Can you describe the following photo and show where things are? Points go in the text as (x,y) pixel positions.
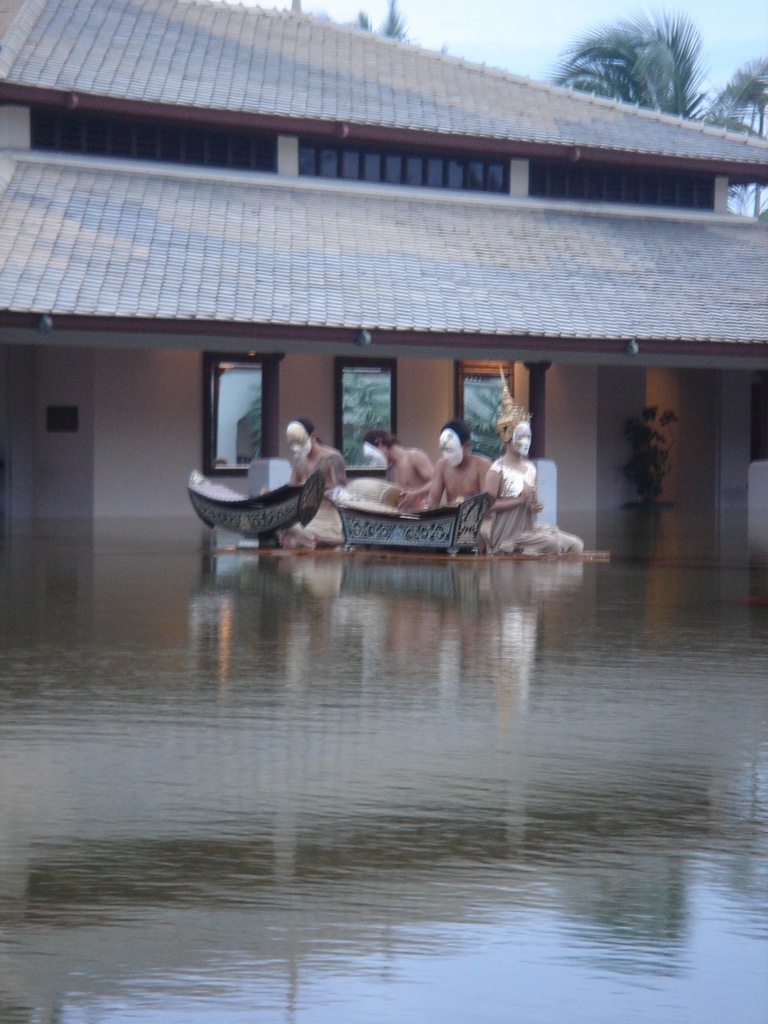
In this picture we can see there are groups of people (317,447) sitting on the path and in front of the people (331,514) there is water (409,730) and behind the people (536,503) there is a houseplant (648,469), building (675,456), tree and a sky (495,59).
